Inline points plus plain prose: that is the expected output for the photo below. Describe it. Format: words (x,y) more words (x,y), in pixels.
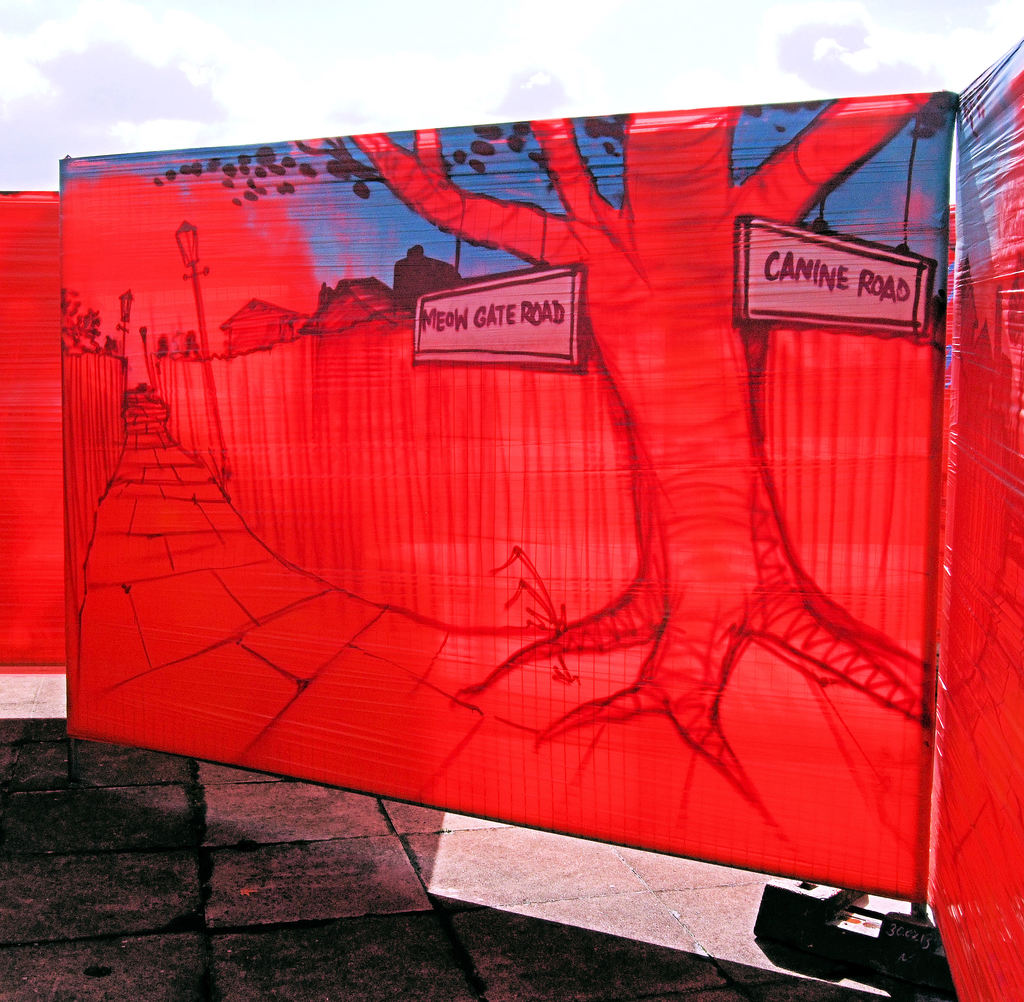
In this image, there are banners (648,386) with poles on the ground (689,903). I can see a painting (263,711) of houses (263,328), a tree (640,367), boards (467,323), light poles (206,362), a pathway (339,711), fences (474,457) and the sky (296,260) on a banner (762,602). In the background (798,83) there is the sky (780,83).
